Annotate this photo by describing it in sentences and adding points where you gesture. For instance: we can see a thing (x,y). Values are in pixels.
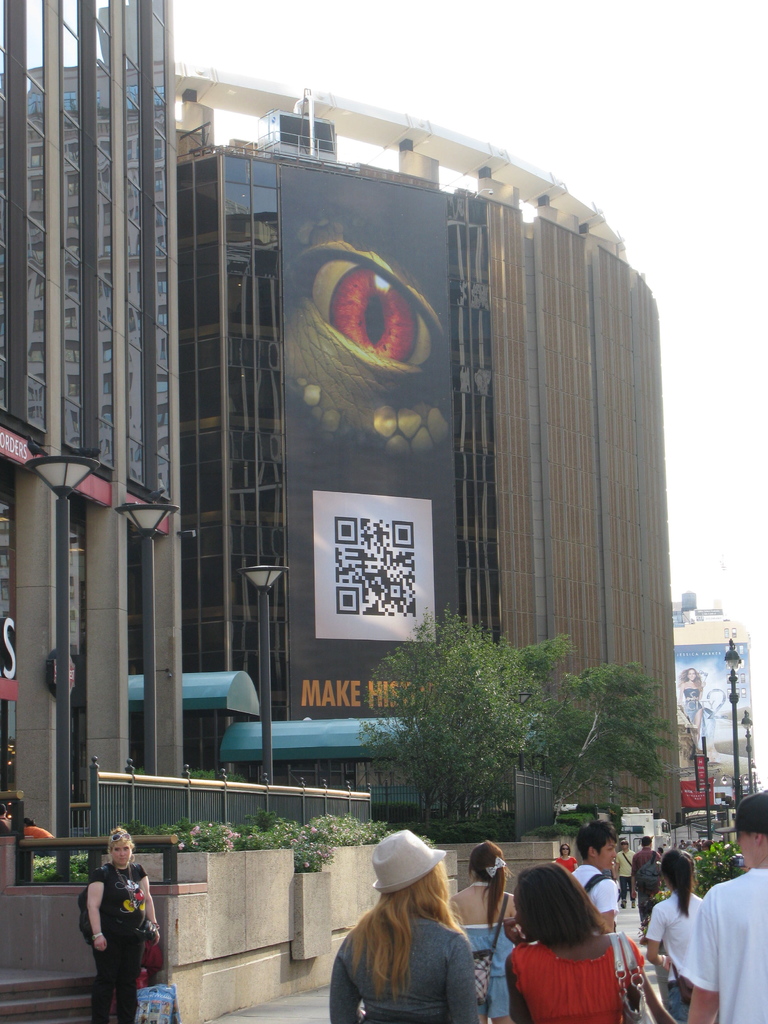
In this picture we can see some people (563,909) are walking and some people (112,971) are standing. On the right side of the people (607,842) there are poles (747,746) with lights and on the left side of the people (101,893) there are plants (205,833), trees (466,746) and buildings (525,417). Behind the buildings (638,655) there is the sky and it looks like a hoarding (701,657).
